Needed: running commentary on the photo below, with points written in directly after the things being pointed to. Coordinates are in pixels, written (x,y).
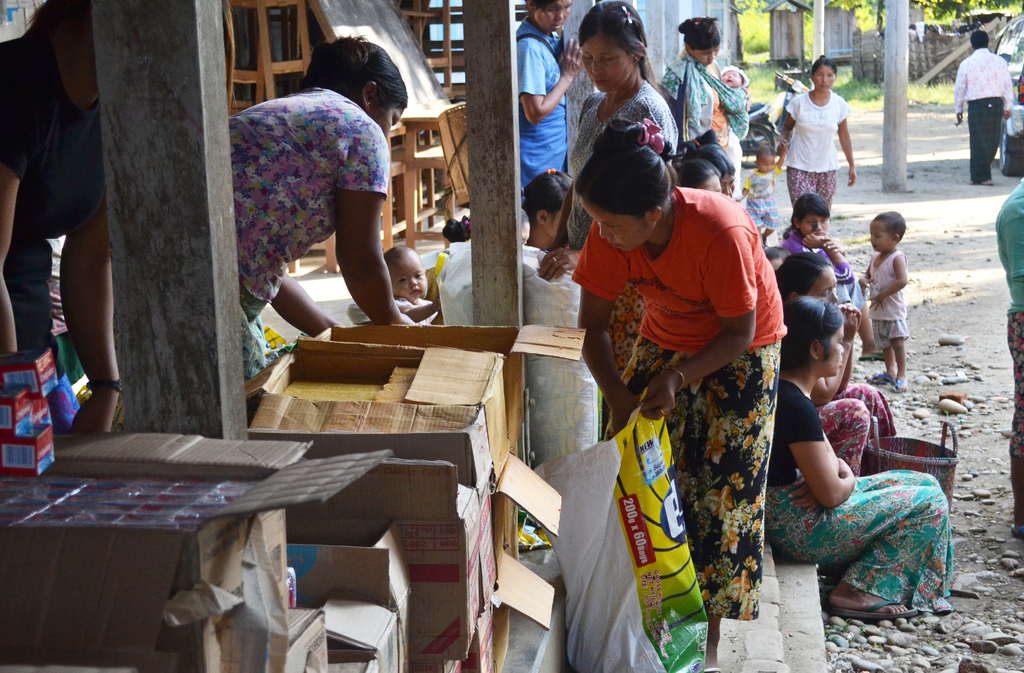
In this picture there is a woman (701,417) standing and holding the bag (686,589). In the foreground (388,620) there are cardboard boxes (369,423) and there are objects (53,515) in the cardboard boxes (159,562). There are group of people (555,238) standing and there are group of people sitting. At the back (292,55) there are benches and there is a building (732,0) and there are trees (943,17). At the bottom (935,660) there are stones (904,668) on the ground (964,284).
